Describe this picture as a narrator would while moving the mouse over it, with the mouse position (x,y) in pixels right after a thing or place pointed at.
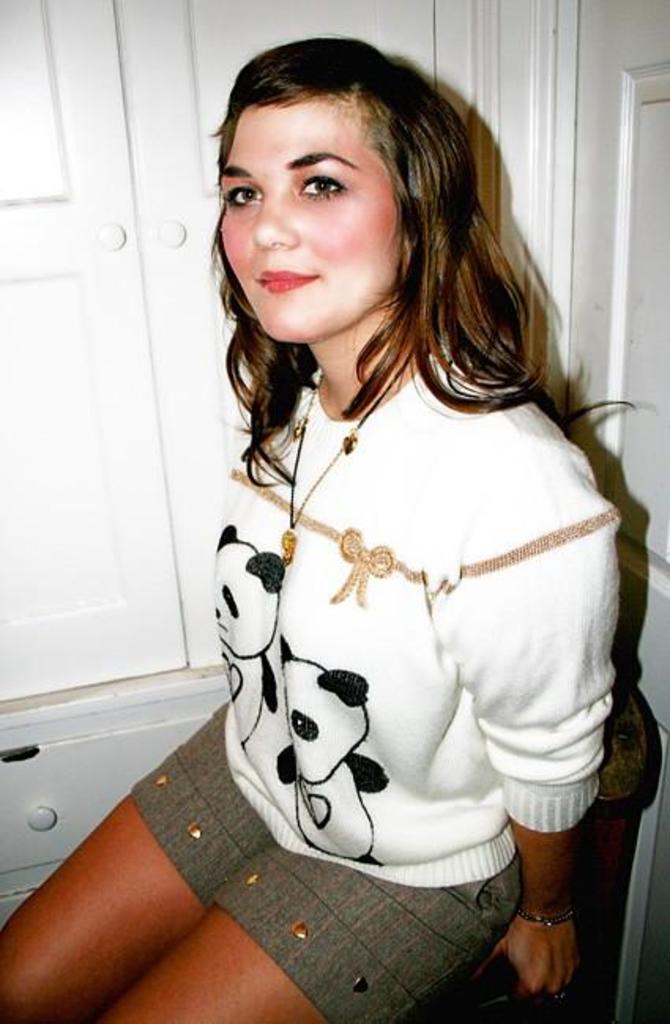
In this image a woman (398,768) is sitting on the chair (605,891). Left side (13,171) there are few cupboards (119,424). Right side (656,254) there is a door (585,265).
